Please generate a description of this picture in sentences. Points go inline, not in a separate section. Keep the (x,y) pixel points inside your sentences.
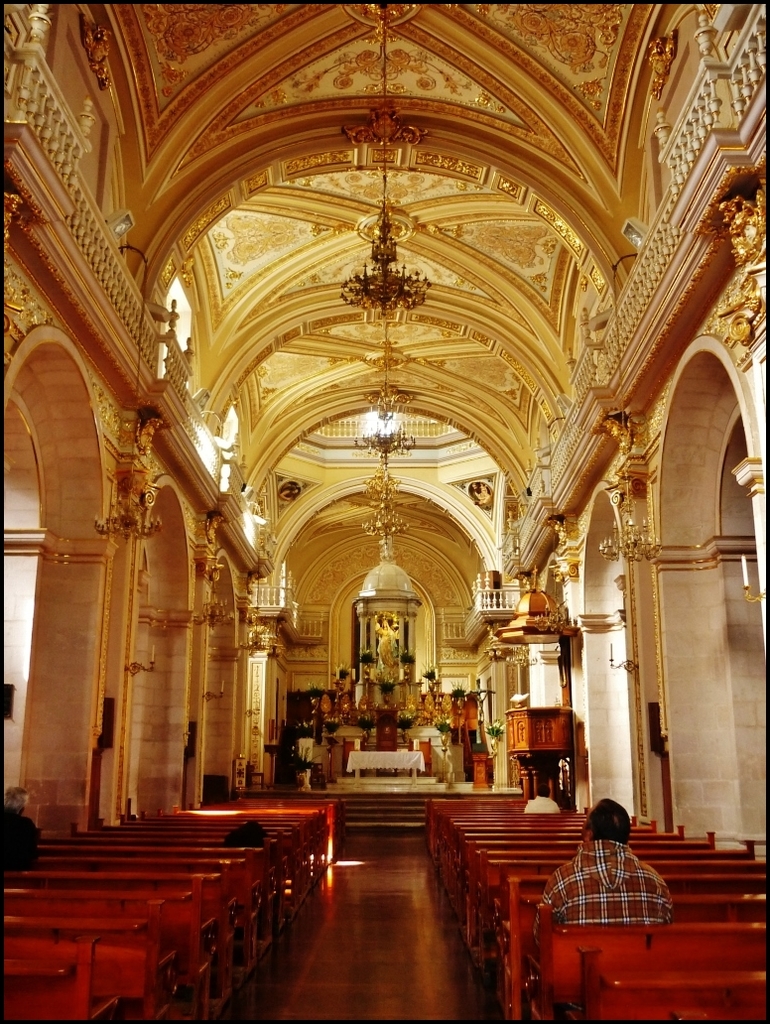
This image is taken in the church (731,676). In this image we can see four persons (7,816). We can also see many wooden benches (481,902) on the surface (416,930). We can see the decor lights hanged from the ceiling (448,171). In the background (399,810) we can see the stairs (348,812) and also an idol (381,656). We can also see the candles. Roof (458,22) is also visible in this image.
